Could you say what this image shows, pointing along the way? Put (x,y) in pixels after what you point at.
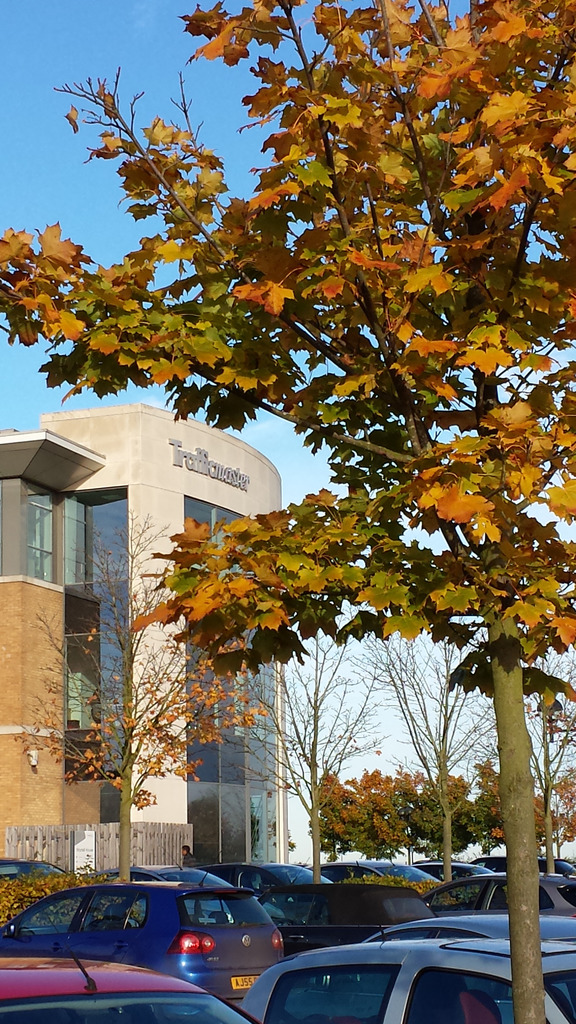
In this image we can see the building (187,787) and fence (115,827). In front of the building (194,829) we can see the vehicles (330,898) parked on the ground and there are trees (353,805) and the sky (114,59).
